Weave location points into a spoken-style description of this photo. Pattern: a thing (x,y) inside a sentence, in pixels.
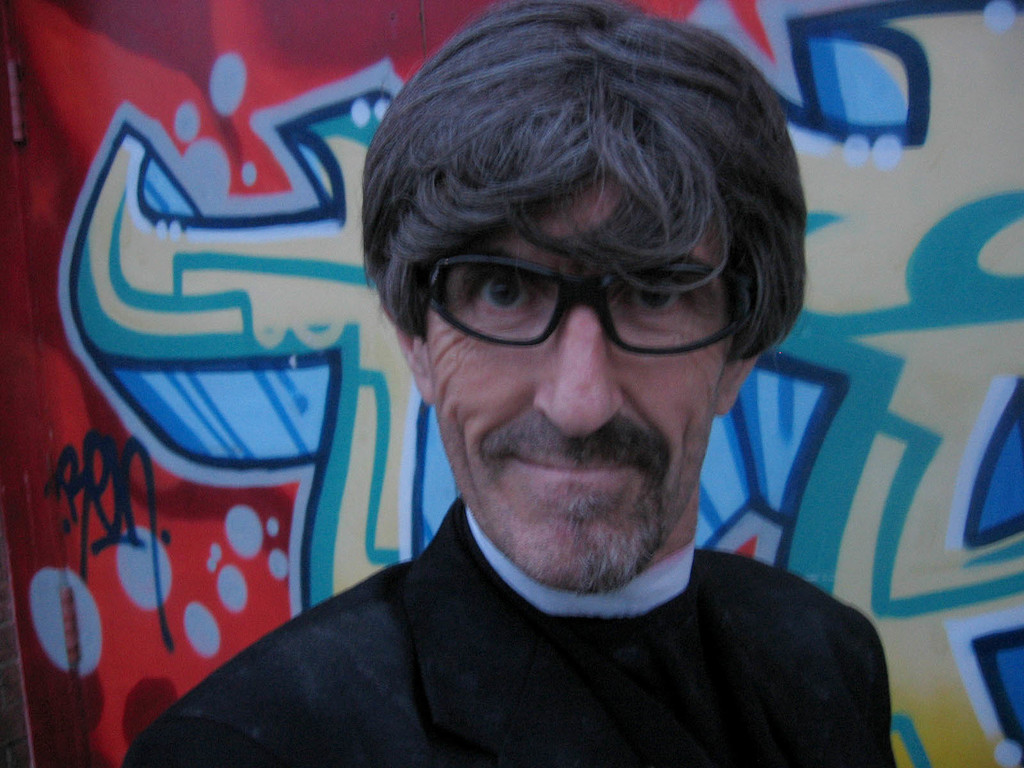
In this picture there is a person (621,694) wearing black suit (711,695) and there is a wall (260,178) which has a painting (842,318) on it behind him.
